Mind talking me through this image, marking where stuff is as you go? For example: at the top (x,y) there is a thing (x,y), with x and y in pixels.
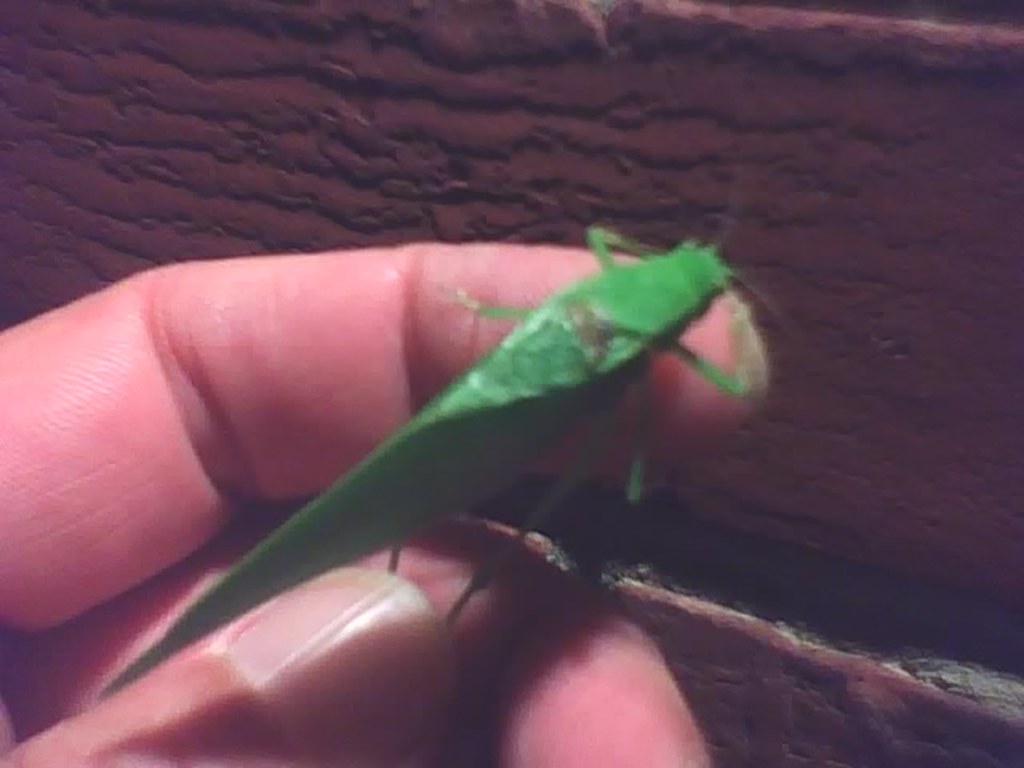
In this image we can see a person's fingers (347,581) who is holding an insect (506,423). The background of the image (855,362) is brown in color.
